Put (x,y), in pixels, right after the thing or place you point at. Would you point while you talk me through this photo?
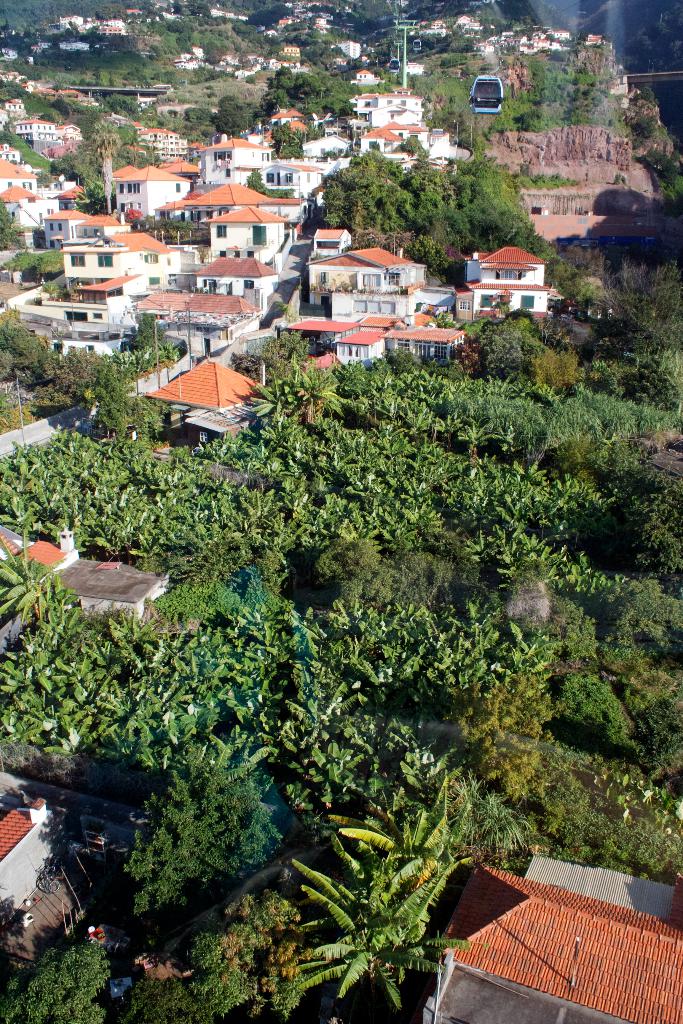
In this picture I can observe buildings (209,253) and trees (201,479). The roofs (227,192) of the buildings (342,339) are in orange color. I can observe some plants (415,828) on the ground (215,895) in the bottom of the picture (231,846).
